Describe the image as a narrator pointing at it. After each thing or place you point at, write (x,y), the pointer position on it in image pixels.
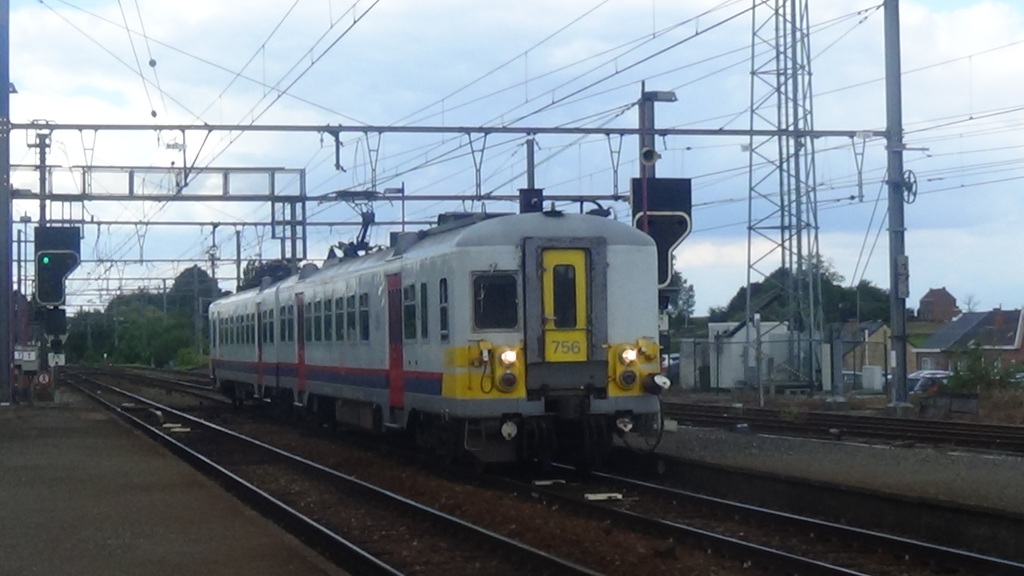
In the picture I can see a train (510,379) is moving on the railway track (636,490). Here we can see signal poles (49,311), wire (200,117), a vehicle (924,392), houses (1020,358), trees (736,300) on the right side of the image (1005,324) and in the background (410,230), we can see the cloudy sky (846,106).
